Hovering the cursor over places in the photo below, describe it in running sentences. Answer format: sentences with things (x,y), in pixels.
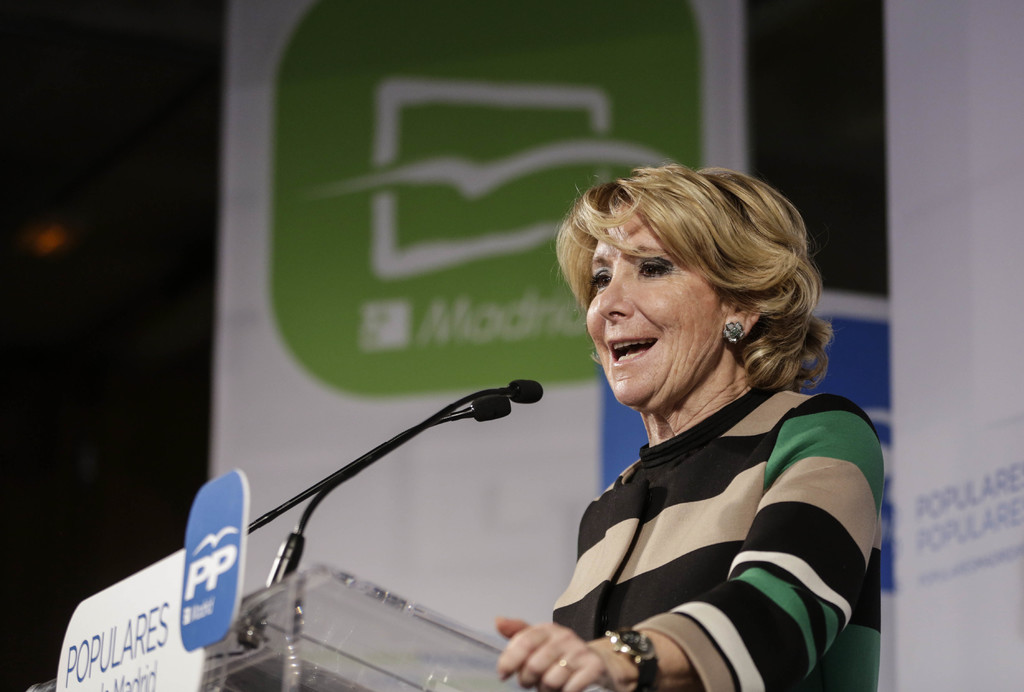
In the image in the center (680,412) we can see one person (686,408) standing and smiling, which we can see on her face (650,389). In front of her, there is a stand (291,630), microphones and banners (193,526). In the background (477,187) there is a banner (1002,52).
